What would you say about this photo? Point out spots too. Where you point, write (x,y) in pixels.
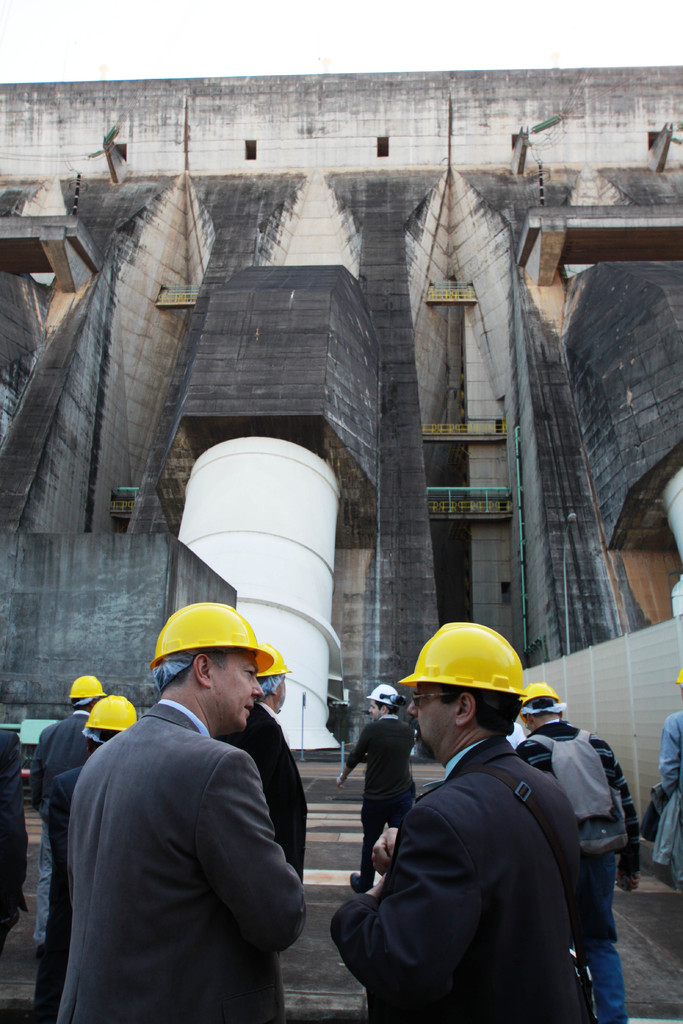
In this image I can see a building (307,341) which is in black, brown and cream color. I can see few railing (466,511) and pipes (521,560). In front (550,844) I can see few people (528,883) wearing different color dresses (633,829) and yellow helmets (521,683).
